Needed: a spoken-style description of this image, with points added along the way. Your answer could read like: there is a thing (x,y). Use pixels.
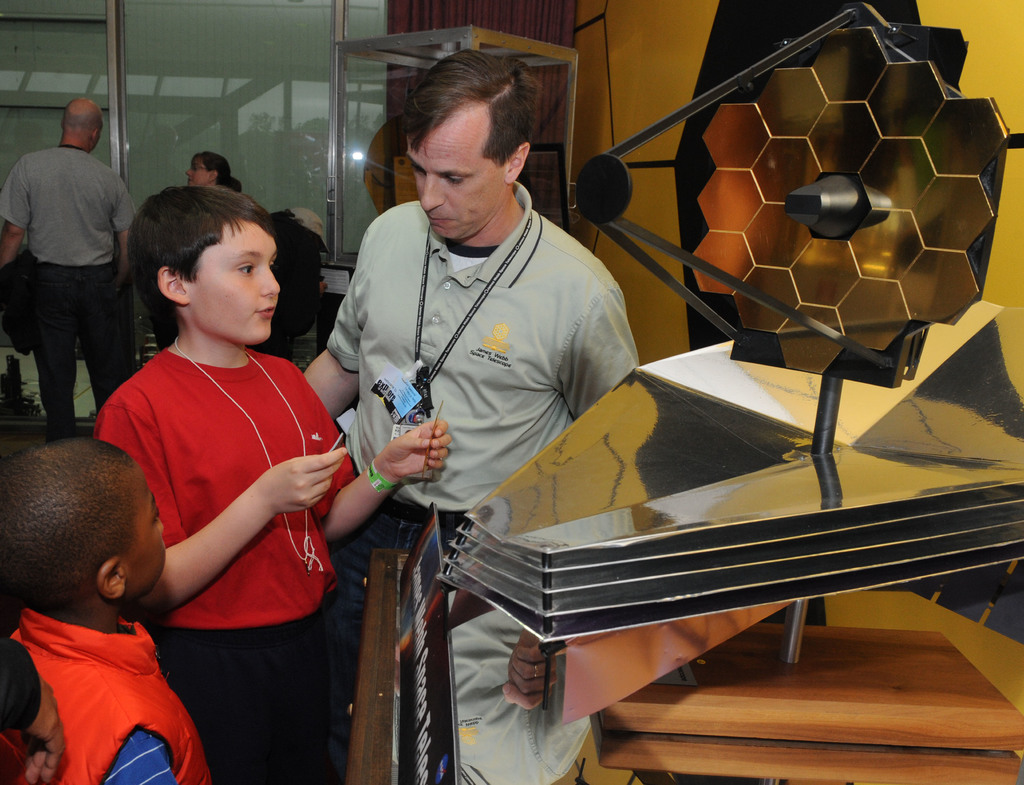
In this image in the front (264,567) there are persons (291,510) standing and on the right side (747,552) there is an equipment (745,555) and there is a board (418,664) with some text (425,671) written on it. In the background (177,174) there are persons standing and there are windows (230,105) and there is a stand (481,40) and there is a wall (634,88) with some lines (608,94) which are black in colour.
